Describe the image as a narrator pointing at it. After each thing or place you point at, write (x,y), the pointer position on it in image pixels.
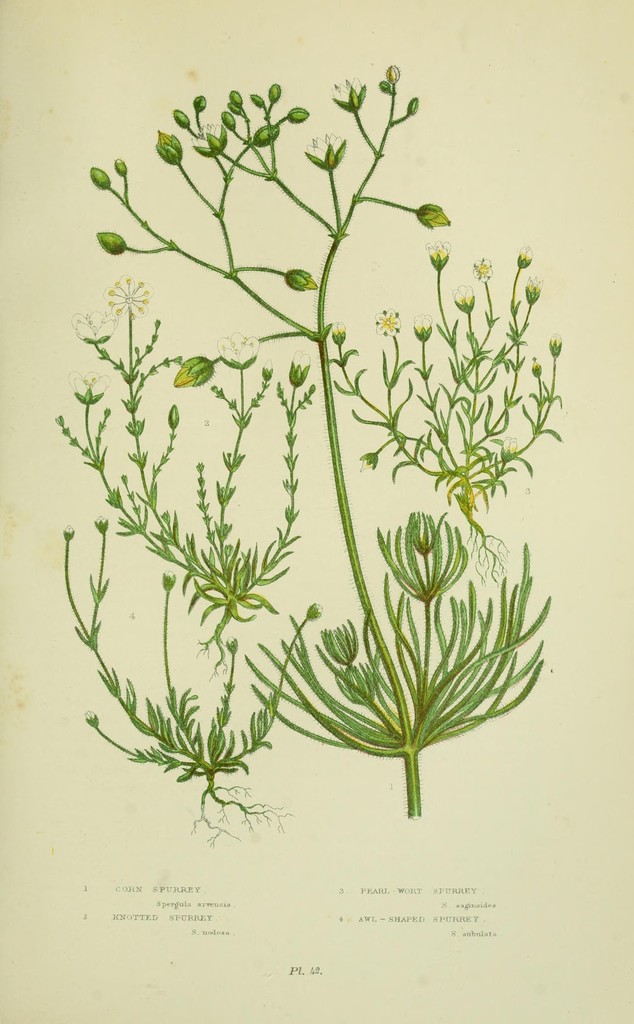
In this image I can see few green plants (195,582) and white flowers (476,266) on the paper (406,922) and something is written on it.
